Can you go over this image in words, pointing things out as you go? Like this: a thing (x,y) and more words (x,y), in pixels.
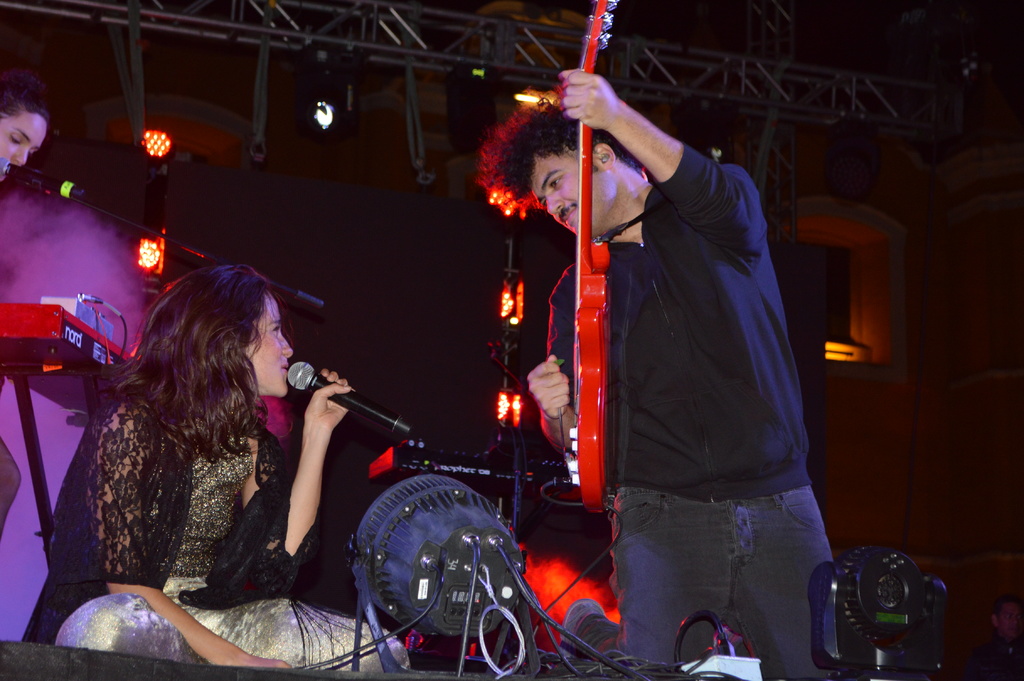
In this i can see there are the two persons (185,474) visible, on the right side (761,345) a person (619,314) holding a red color guitar (598,347) and left side (107,524) a woman (216,468) holding a mike (298,363), in front of them there are the some cable cords (580,648) kept on the floor (383,672). on the left side (36,139) i can see a person (8,151), in front of her there is a mike (42,178).
